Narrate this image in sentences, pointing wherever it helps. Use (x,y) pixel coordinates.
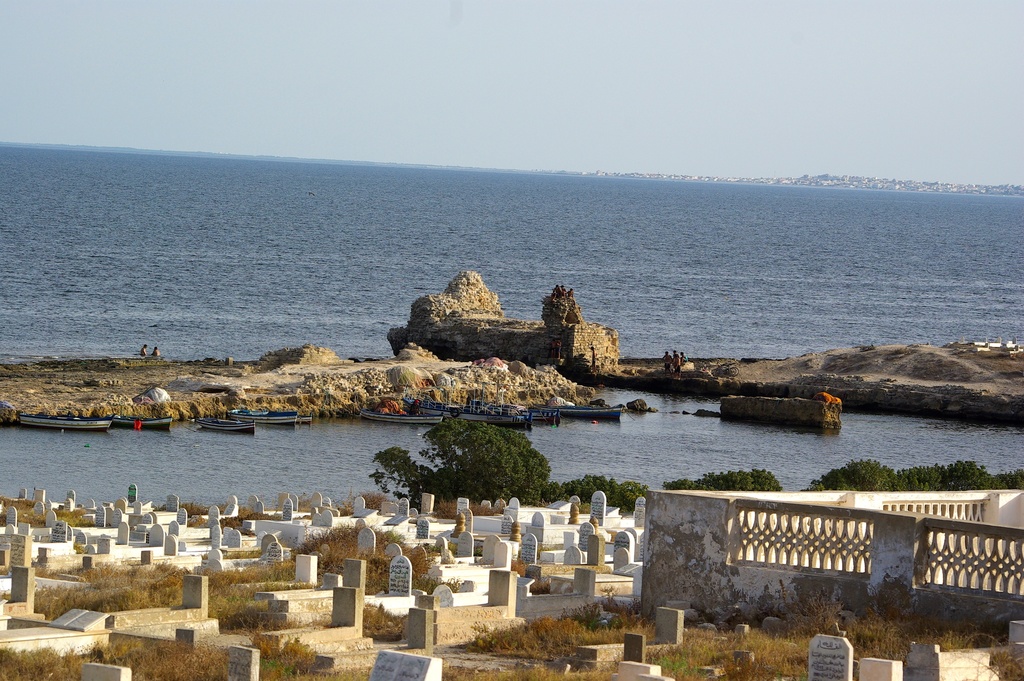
In this image we can see there is a graveyard (427,567), beside that there is a wall (771,535) and trees (615,481), in front of that there are few boats (95,422) on the sea (166,446) and there are rock structures (913,412) and few people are standing on it. In the background (553,141) there is the sky (780,172).
